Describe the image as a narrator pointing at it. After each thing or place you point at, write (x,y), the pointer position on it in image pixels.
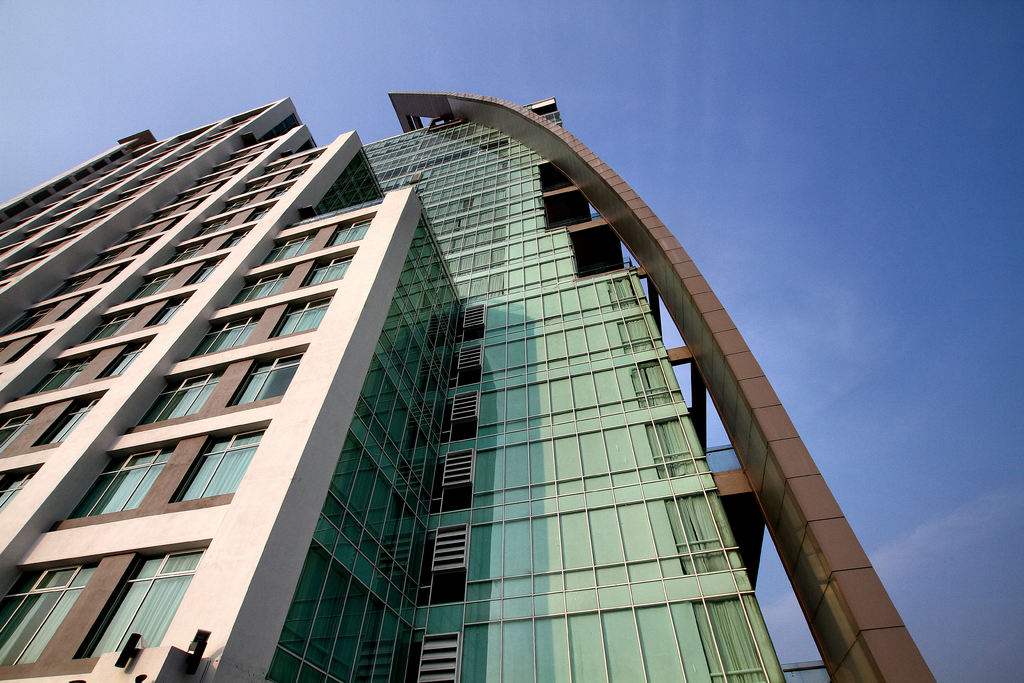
In this picture we can see a building (46,381) with windows (584,617) and in the background (719,217) we can see the sky (839,259).
